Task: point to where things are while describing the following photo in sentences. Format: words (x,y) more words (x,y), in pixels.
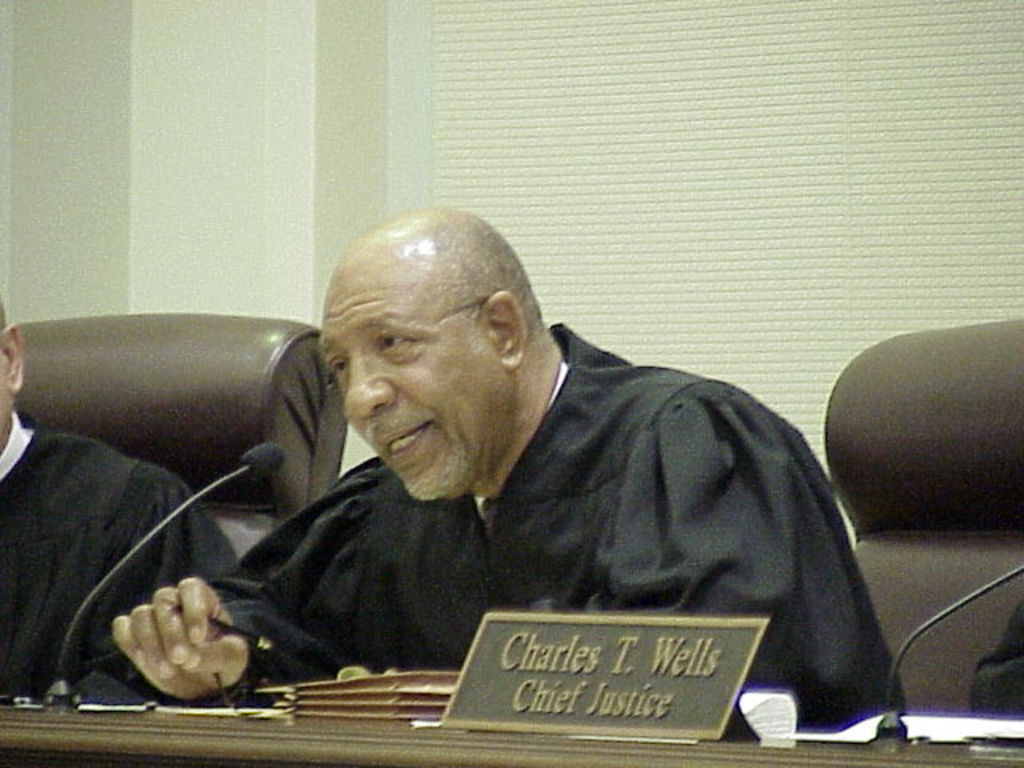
In this image in front (42,482) there are two persons (457,447) sitting on the chairs (897,528). In front of them there is a table (485,736). On top of it there are name boards (704,685), mikes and a few other objects (765,721). Behind them there is wall (239,163).
